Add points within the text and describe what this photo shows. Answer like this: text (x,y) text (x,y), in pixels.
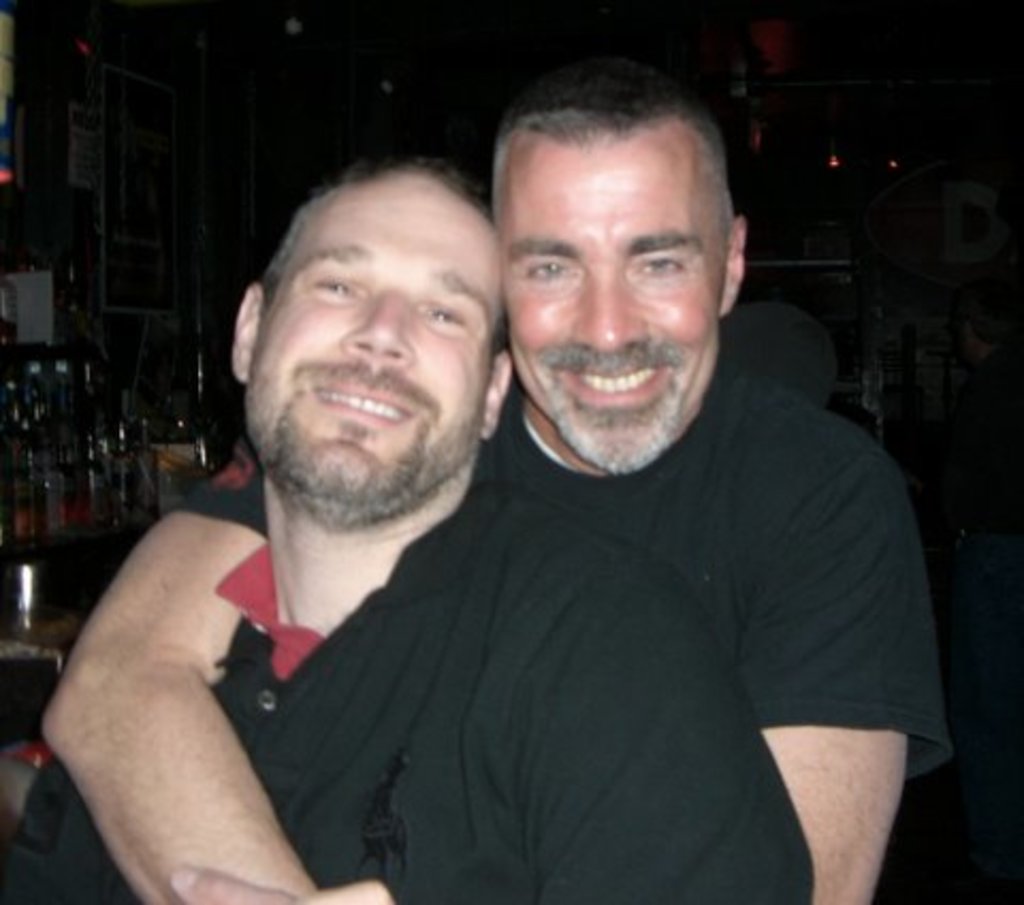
In this image, we can see two persons (355,650) wearing clothes (457,669). There are some bottles (30,448) on the left side of the image (31,452).
